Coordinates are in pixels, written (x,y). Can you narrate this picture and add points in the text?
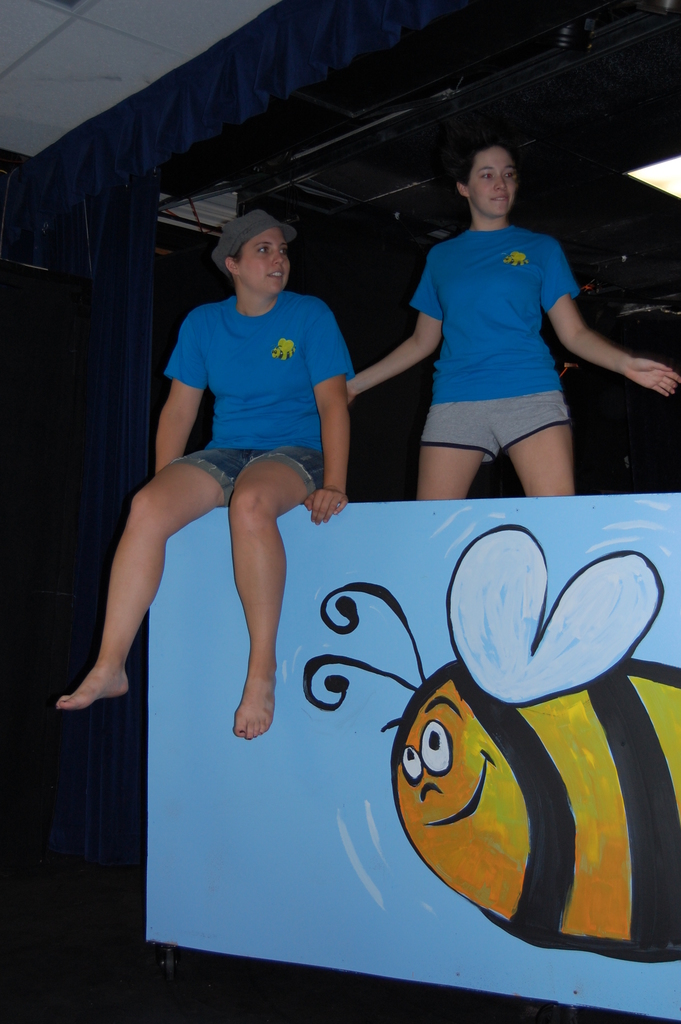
In this image I can see two persons (266,373). In front (305,375) the person (268,375) is wearing blue color shirt (323,371) and sitting on the board (305,715) and I can see the painting (596,832) of the bee (564,841) and the painting (514,834) is in yellow and black color. In the background (305,55) I can see few curtains (273,96) in black color.
